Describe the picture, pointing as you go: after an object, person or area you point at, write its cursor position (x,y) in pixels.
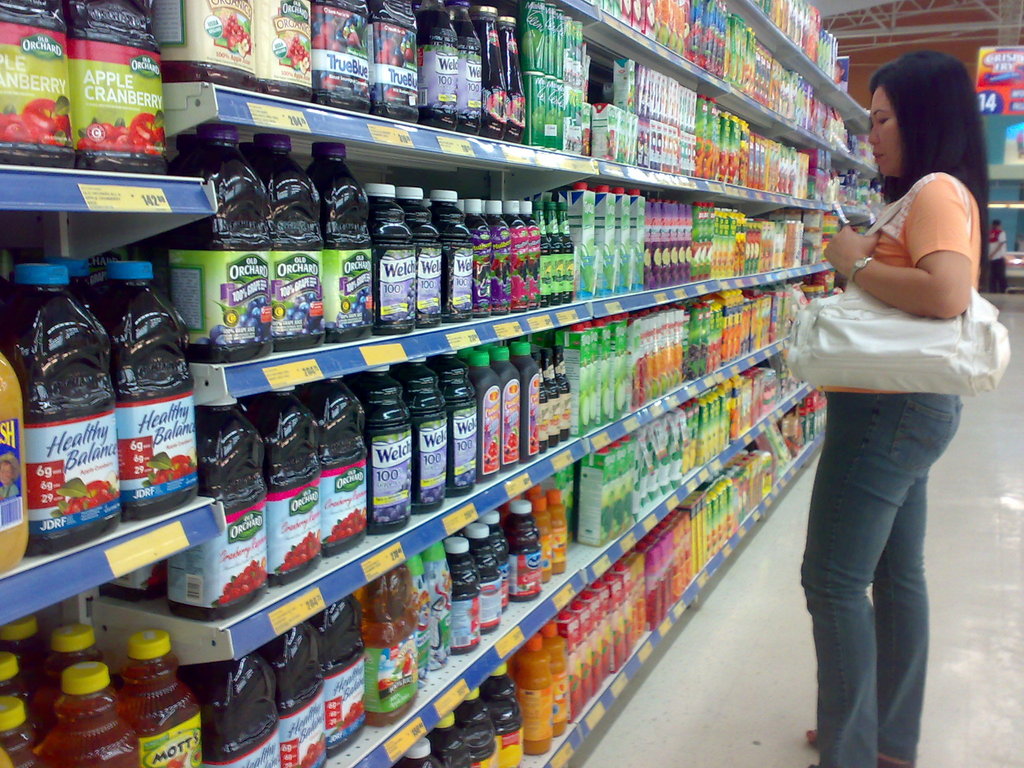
In this picture there is a woman (951,77) who is wearing t-shirt (911,261), jeans (843,529), shoe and watch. She is holding a bag (904,339). She is standing near to the racks (580,588). In every racks (550,591) we can see some different kind of bottles (327,670) and boxes (730,229). In the back (1000,271) there is a man (1003,258) who is standing near to the table (1016,262). In the top right (979,87) there is a board (1019,75).
